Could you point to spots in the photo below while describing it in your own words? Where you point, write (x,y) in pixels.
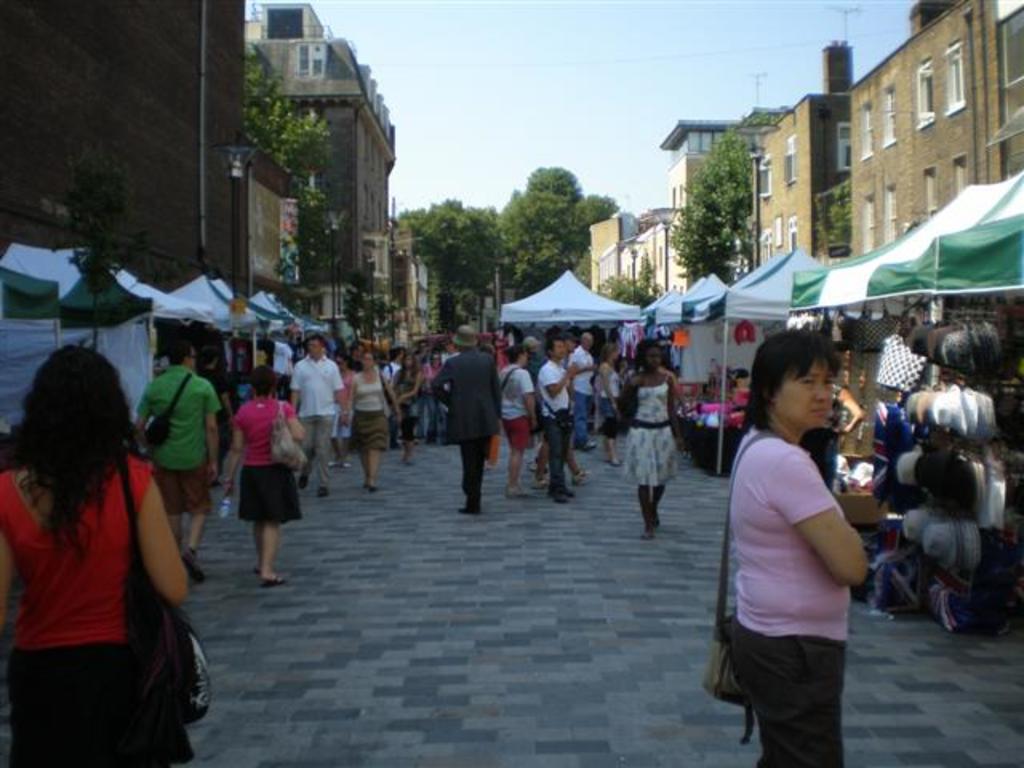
In the picture we can see a street (443,671) with a path (719,703) and some people (25,524) walking and standing on the path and on the other sides we can see shops (136,294) with things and in the background (630,35), we can see some trees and the buildings (767,250) on either sides with windows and we can also see a sky (795,13).
